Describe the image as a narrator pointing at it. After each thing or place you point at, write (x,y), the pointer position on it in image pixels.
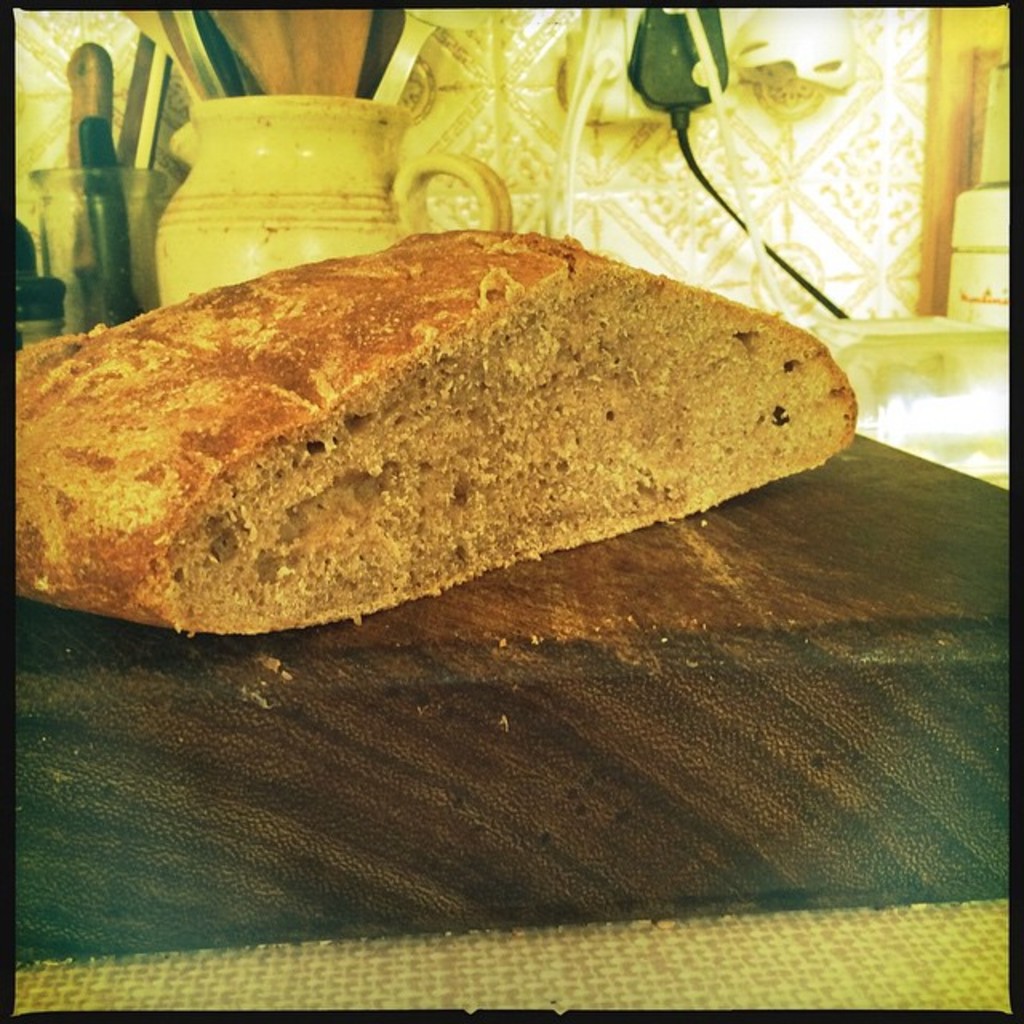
In this image there is a loaf of bread (488,471) on the table (491,665). In the background (345,182) there is a jug (255,158) in the middle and there is a jar (71,218) which contains knives (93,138) and spoons (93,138) is on the left side (88,210). On the right side (694,49) there is a switch (654,69).
